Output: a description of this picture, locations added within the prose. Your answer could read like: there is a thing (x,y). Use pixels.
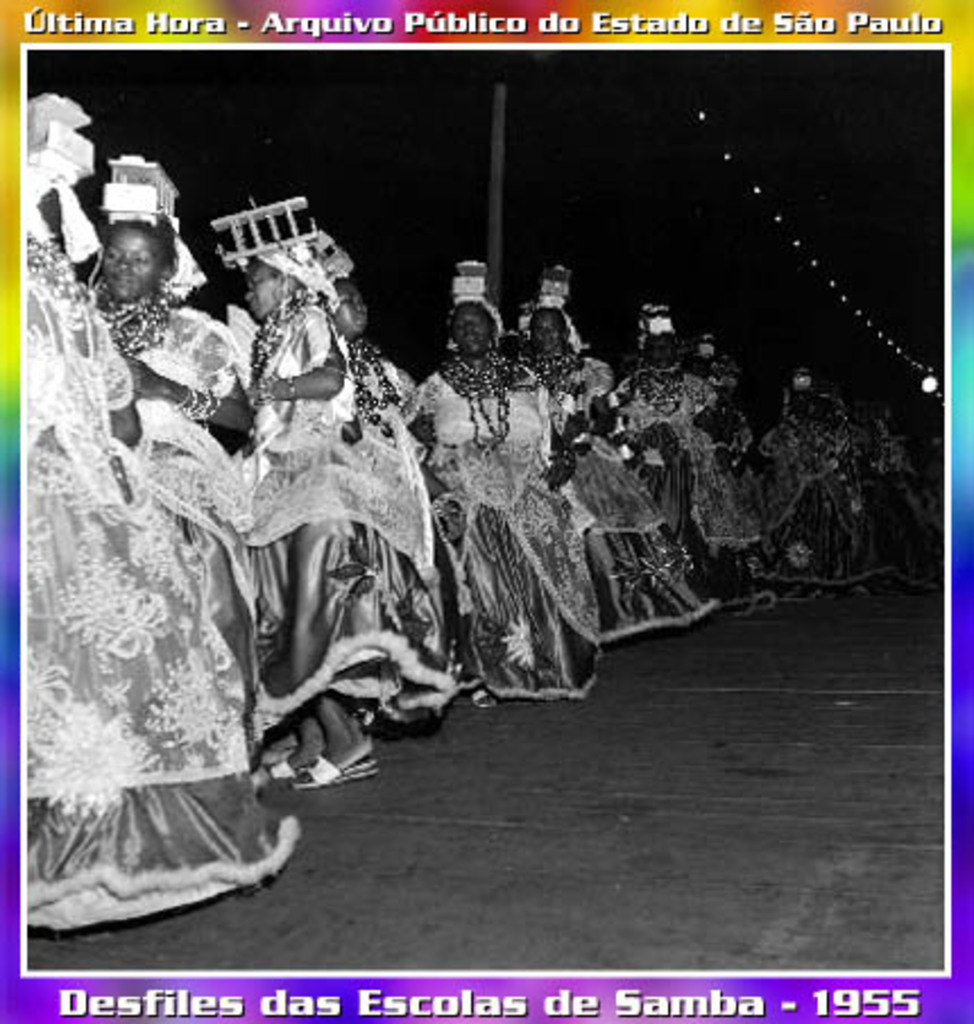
In this picture we can see a group of people (318,612) with some objects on their heads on the ground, here we can see an electric pole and lights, in the background (754,435) we can see it is dark, at the top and bottom we can see some text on it.
